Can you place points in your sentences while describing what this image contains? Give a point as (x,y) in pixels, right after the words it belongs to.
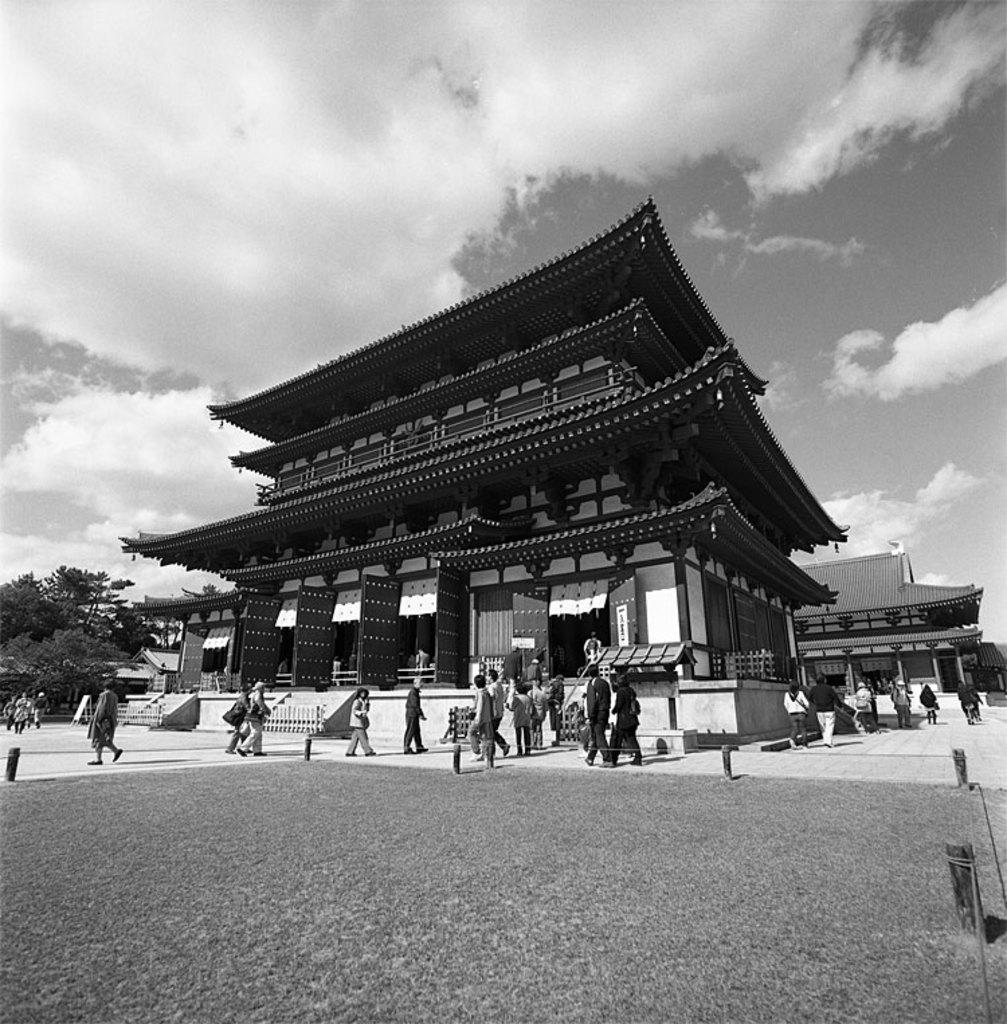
This is a black and white image. Here I can see some buildings (425,636) and trees (102,613). In front of this building (339,636) there are few people (908,694) walking on the ground (599,763). On the top of the image (513,190) I can see the sky (896,258) and clouds (296,122).
